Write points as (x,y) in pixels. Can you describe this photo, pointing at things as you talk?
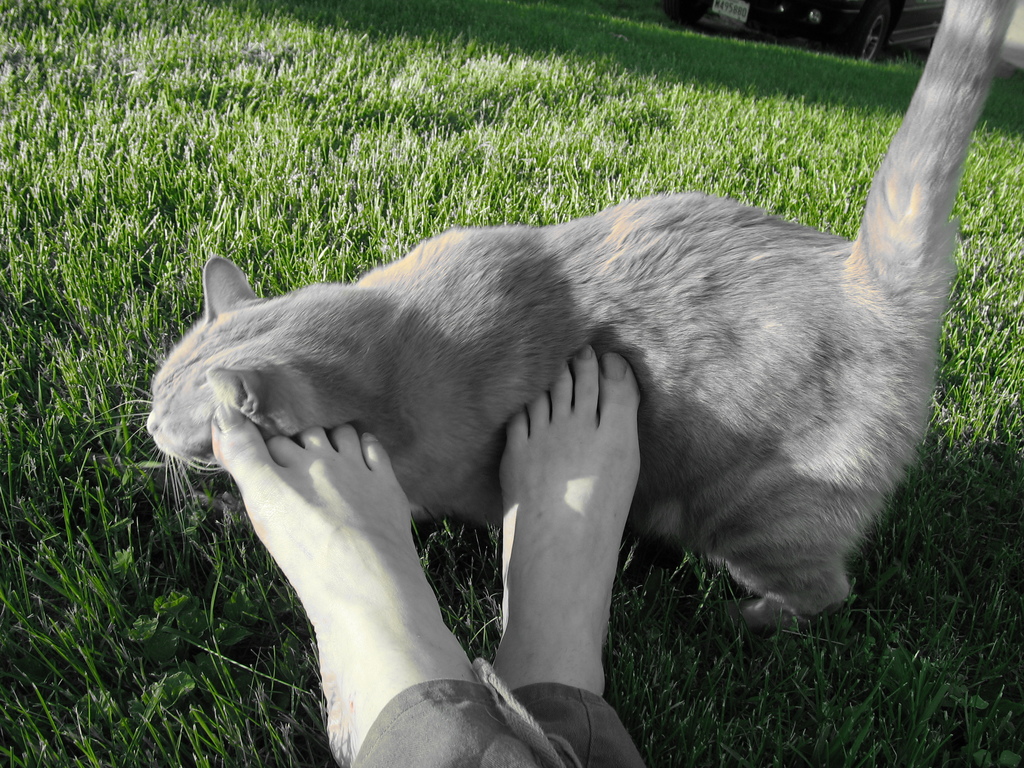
In this picture we can see the legs (549,551) of a human (312,525) on a cat (443,452). Some grass (883,599) is visible on the ground (669,102). There is a vehicle (819,2) visible in the background (819,26). We can see a number plate (745,12) on this vehicle (819,26).
